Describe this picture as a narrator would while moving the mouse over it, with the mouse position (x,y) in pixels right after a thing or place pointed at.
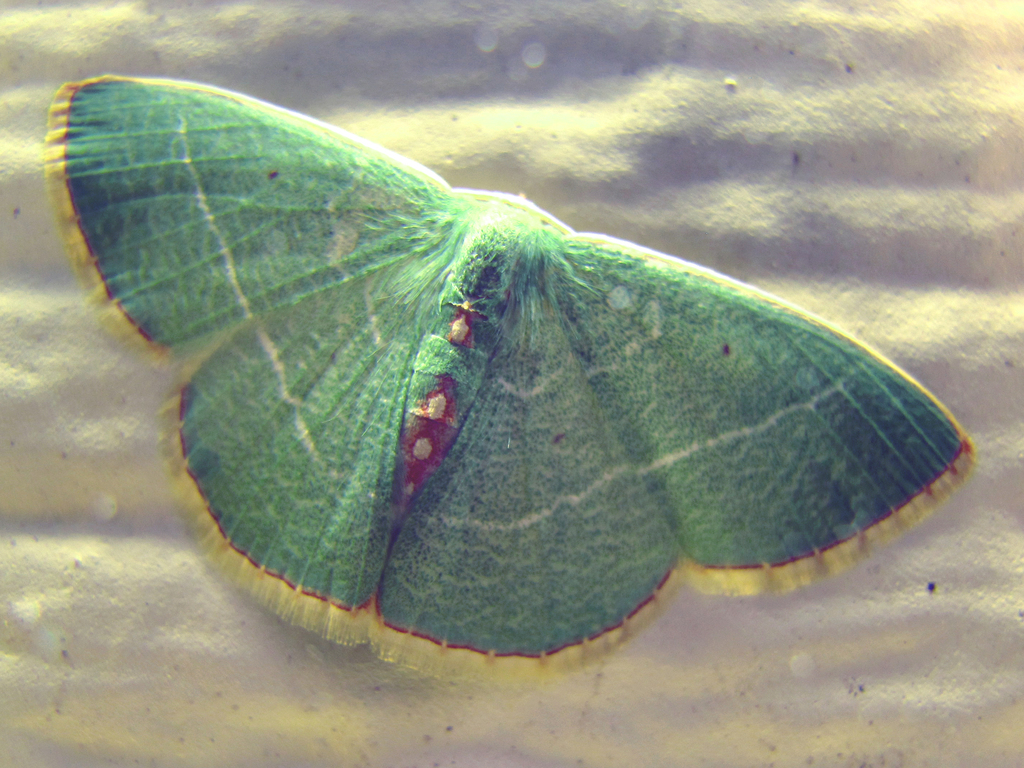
In this image there is a green colour butterfly (441,388).
